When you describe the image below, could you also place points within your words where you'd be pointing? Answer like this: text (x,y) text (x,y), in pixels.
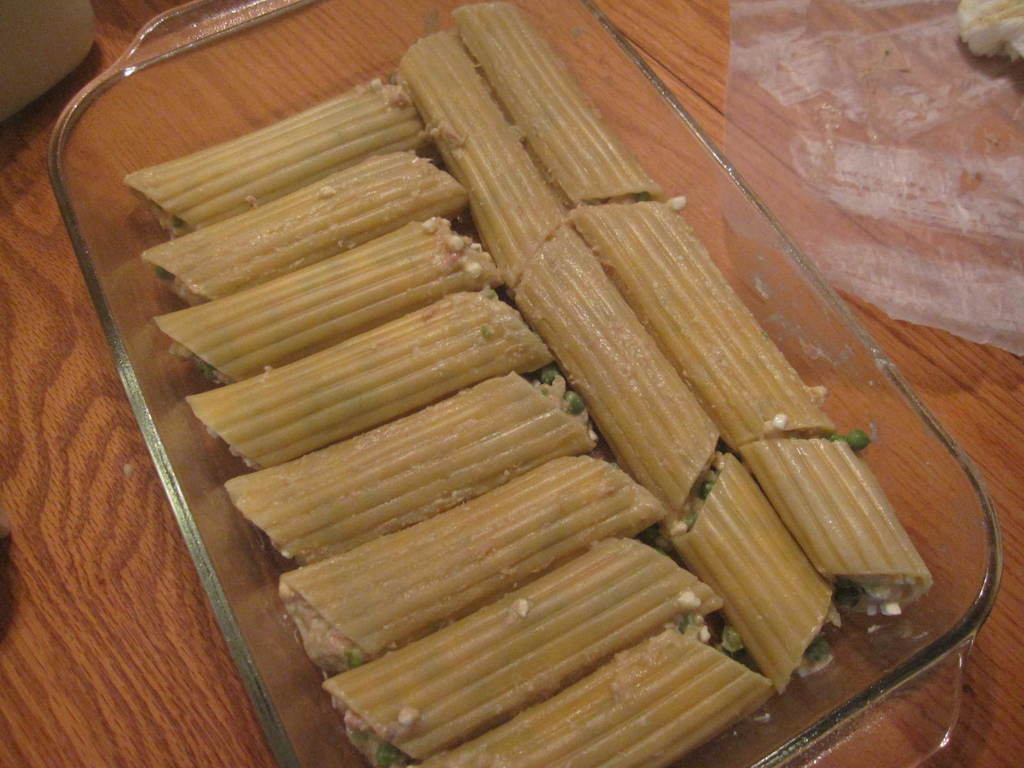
In this image we can see food item (401,246) in a glass plate (194,145), paper (757,106) and objects (48,80) on a table (251,733).
